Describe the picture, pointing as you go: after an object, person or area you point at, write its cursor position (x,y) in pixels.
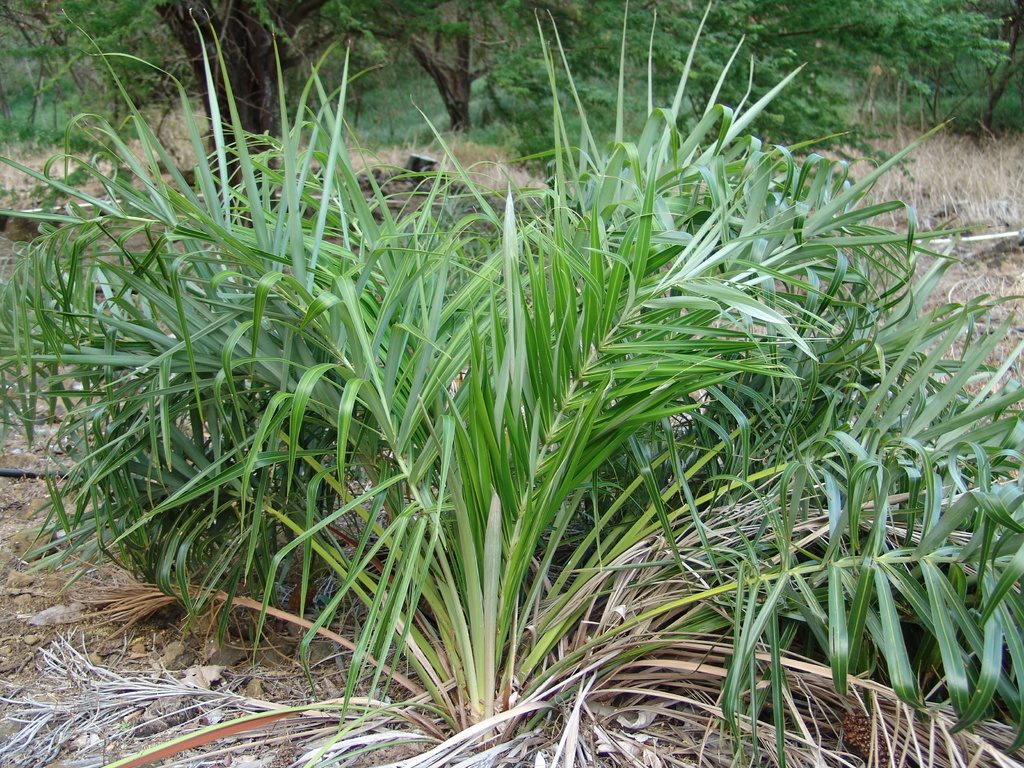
In this image we can see trees (256,38) and lawn straw (175,167).
